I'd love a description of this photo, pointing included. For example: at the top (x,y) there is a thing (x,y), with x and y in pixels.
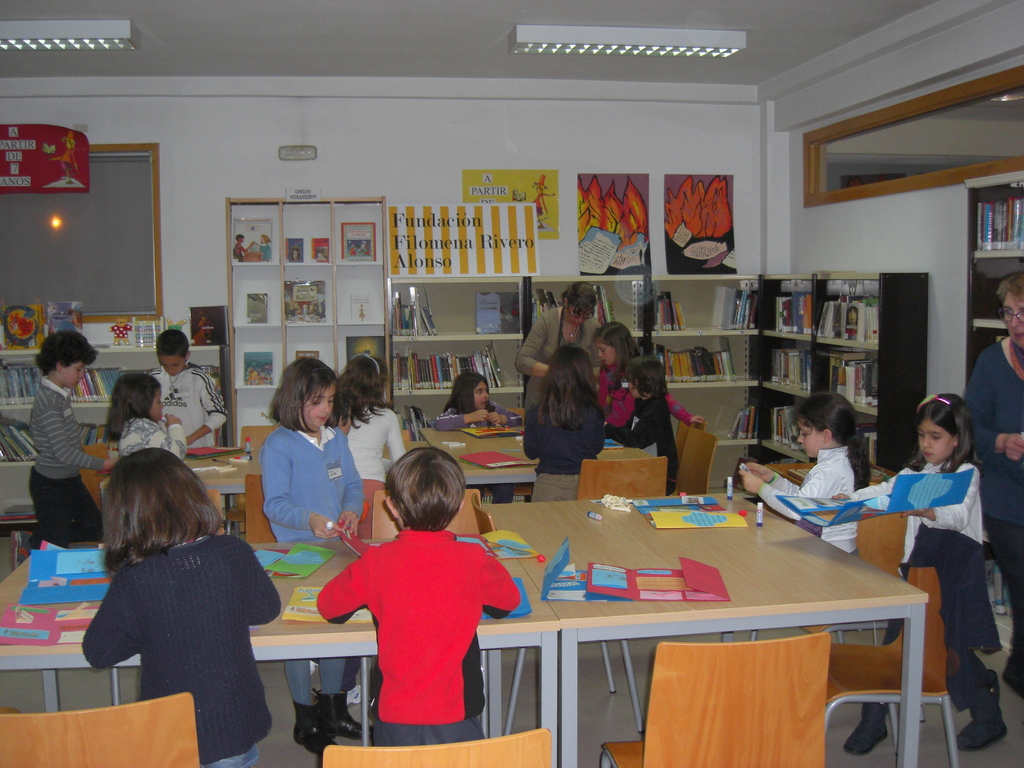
In the image we can see there are many children's (181,473) and two women (1008,417) in the room (508,418). They all are wearing clothes (387,465) and some of them are wearing shoes (969,740). There are many chairs (677,642) and tables (750,588), on the table (747,554) there are color papers (672,596) and glues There is a shelf (752,331) in the shelf (715,331) there are many books (798,321), this is a poster (533,212) and a board (91,253). There are lights (44,31) and some childrens (843,489) are sitting on the chair (798,470).
